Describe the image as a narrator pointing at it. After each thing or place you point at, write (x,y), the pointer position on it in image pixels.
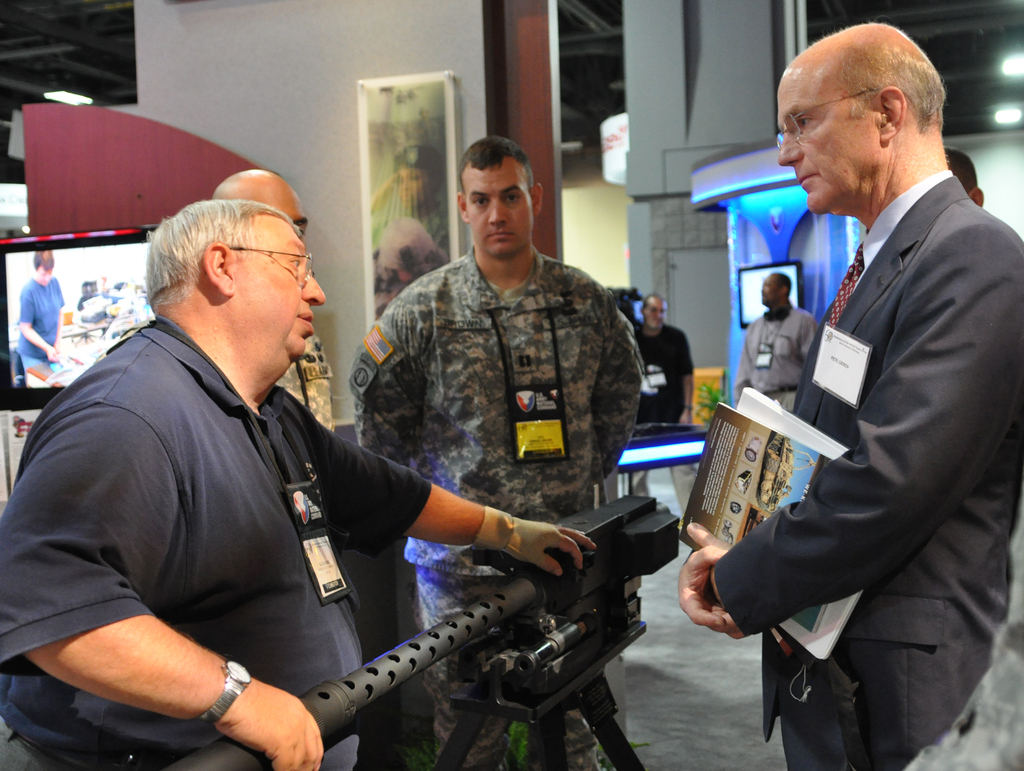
In the image few people (886,445) are standing and watching. Behind them there is a wall (459,44), on the wall (459,44) there is a poster (404,81). Middle left side of the image (71,301) there is a screen (16,243). Top of the image (72,49) there is roof (88,43) and lights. Bottom right side of the image (896,673) a man (888,224) is standing and holding a book (703,449). Bottom of the image (592,586) there is a product (195,762).
